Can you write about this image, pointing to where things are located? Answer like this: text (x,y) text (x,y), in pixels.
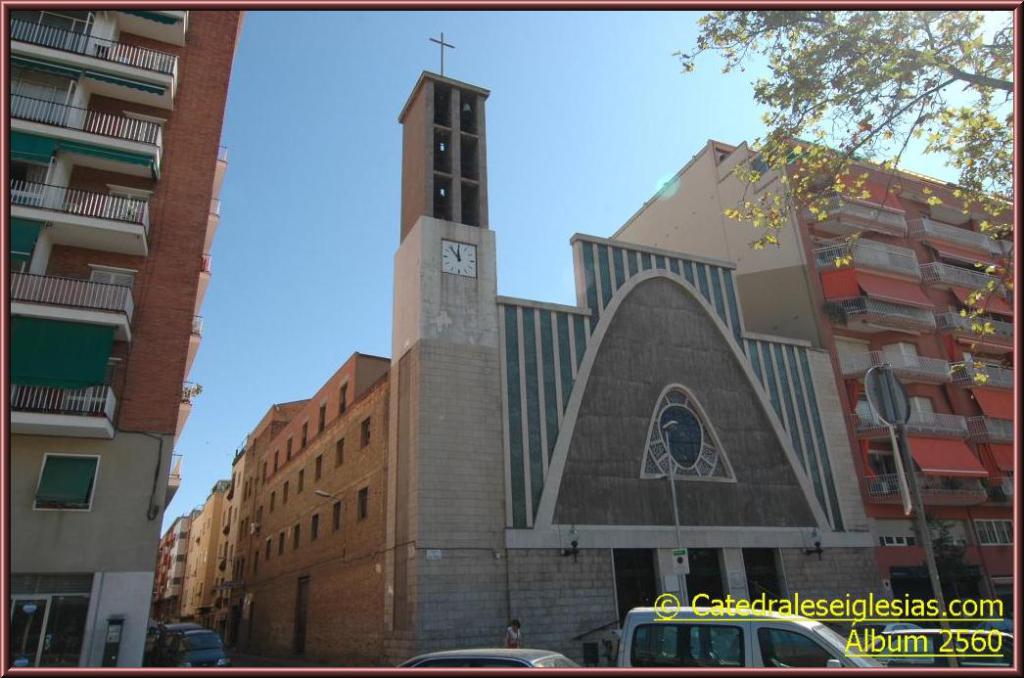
In this image we can see a few buildings (438,408) and cars (193,642) in front of the building (729,516) and a clock (451,260) attached to one of the building (458,284), there is a tree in front of the building (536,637) and a sky (608,177).
